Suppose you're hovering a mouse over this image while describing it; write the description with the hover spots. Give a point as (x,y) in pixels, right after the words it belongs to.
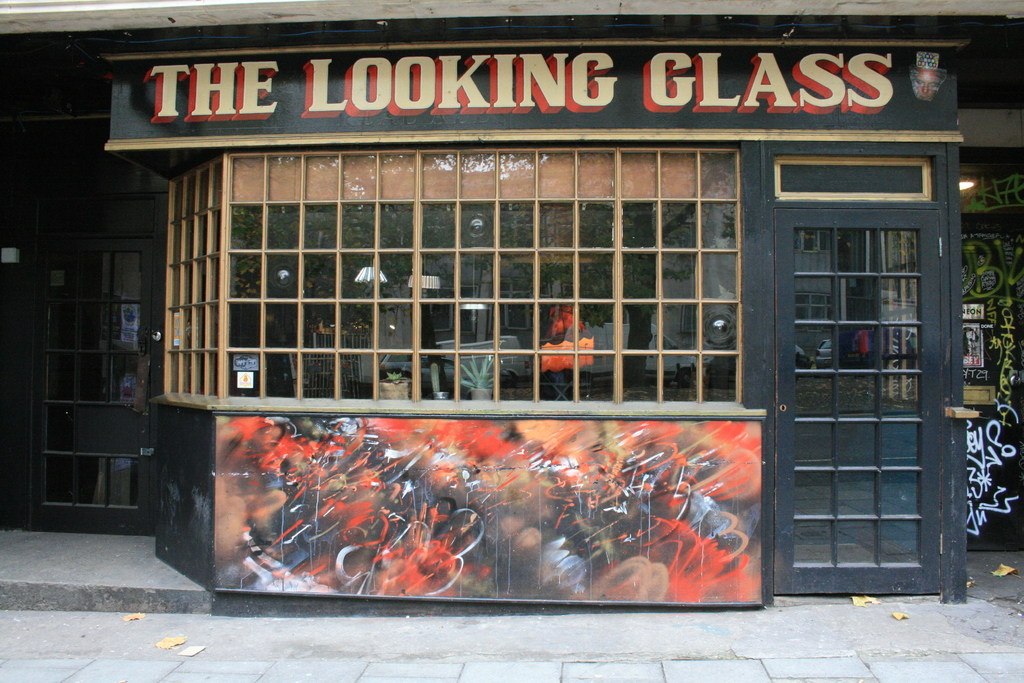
In this image, I can see a shop (102,277) with doors (850,447), name board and a board (505,503). I can see house plants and few other objects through the glass windows (600,269). On the right side of the image (994,308), I can see text (983,504) on an object (987,331) and there is light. At the bottom of the image (364,666), I can see a pathway (598,670).
